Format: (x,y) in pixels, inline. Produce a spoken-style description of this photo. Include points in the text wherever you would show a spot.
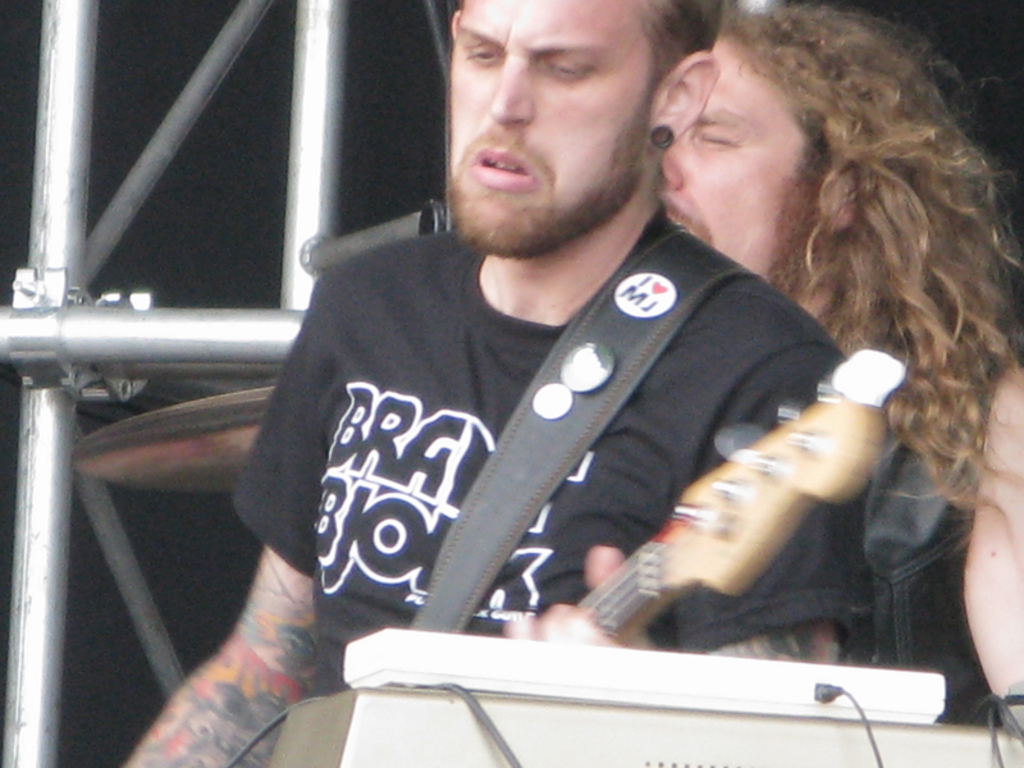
In the picture there are two person (564,230) standing in front of a keyboard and one playing guitar (860,360) there are some poles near to them.
